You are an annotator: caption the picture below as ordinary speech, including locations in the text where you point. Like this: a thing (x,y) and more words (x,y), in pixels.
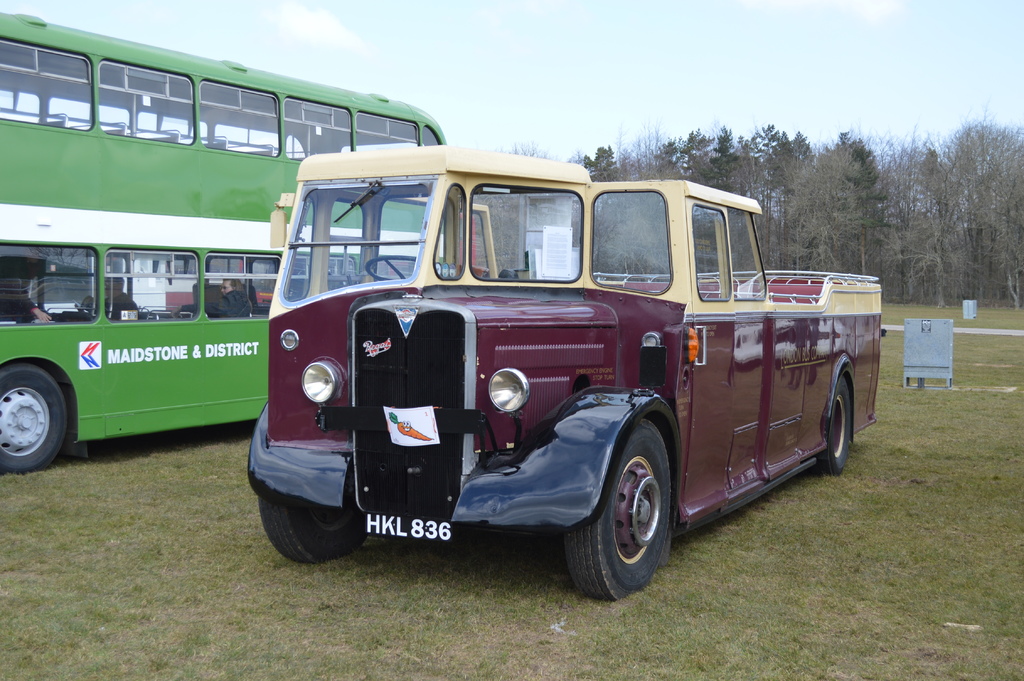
In this image we can see motor vehicles (505,494) on the ground (805,510), trees (906,270) and sky (947,60) with clouds (323,46) in the background (507,61).
